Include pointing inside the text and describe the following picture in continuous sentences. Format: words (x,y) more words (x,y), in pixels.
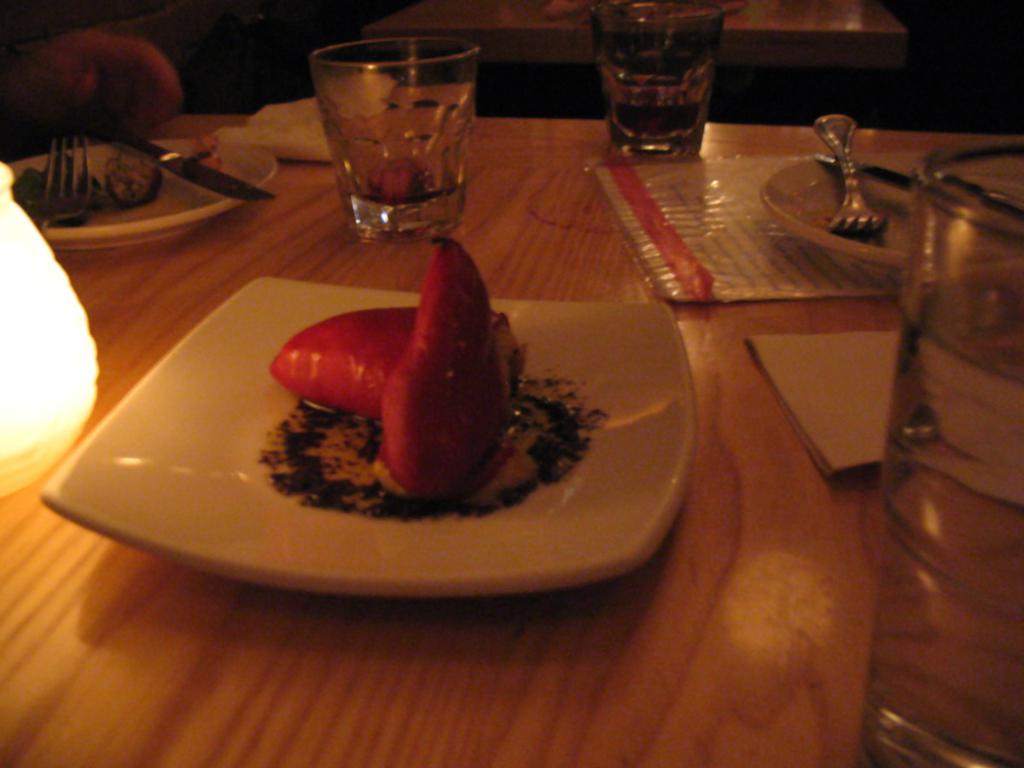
In this image I see a table (13,519) on which there are glasses (968,283), plates (270,417) in which there are food (503,431) and forks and I see a light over here and I see the tissues (863,338).
